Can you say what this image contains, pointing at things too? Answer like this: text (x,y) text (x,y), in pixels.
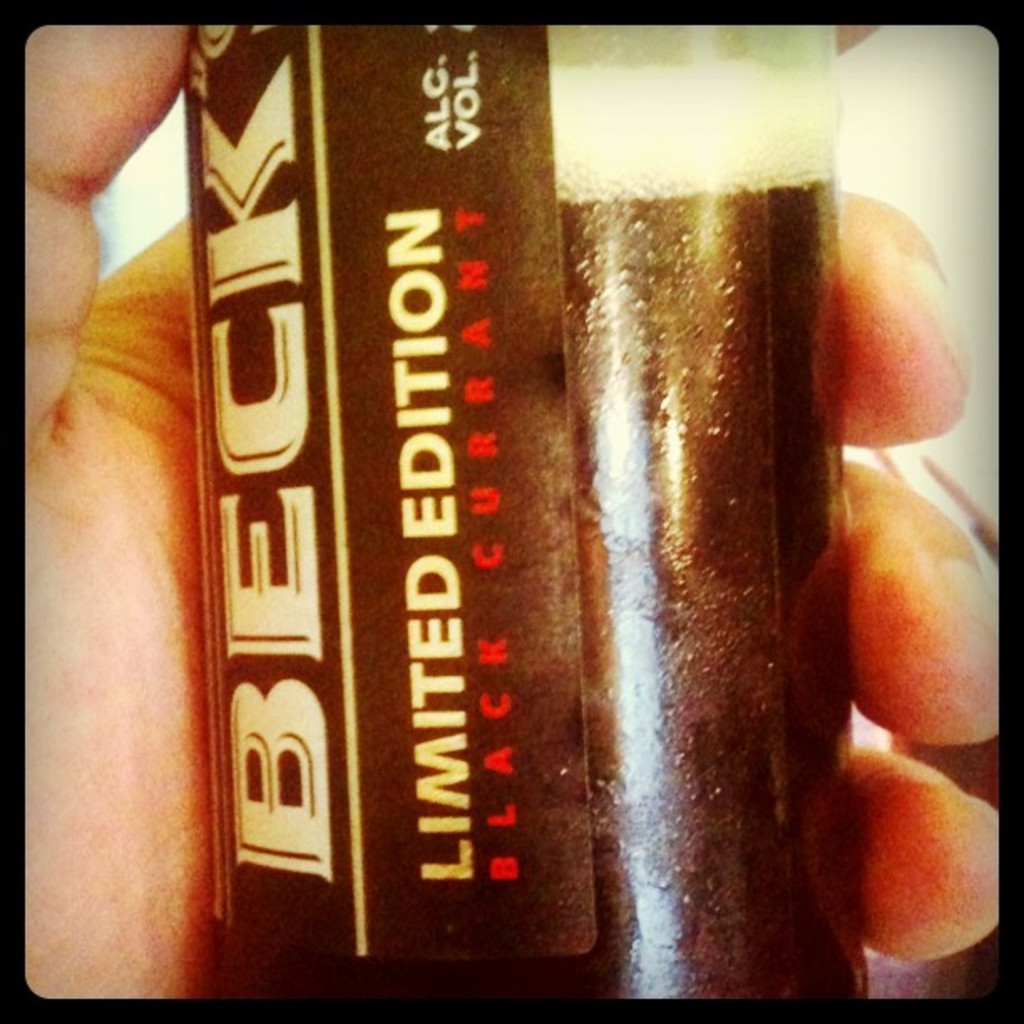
In this picture i can see a person's hand (943,551) who is holding a beer bottle (794,59). In that bottle (585,559) there is a company sticker (550,607).
